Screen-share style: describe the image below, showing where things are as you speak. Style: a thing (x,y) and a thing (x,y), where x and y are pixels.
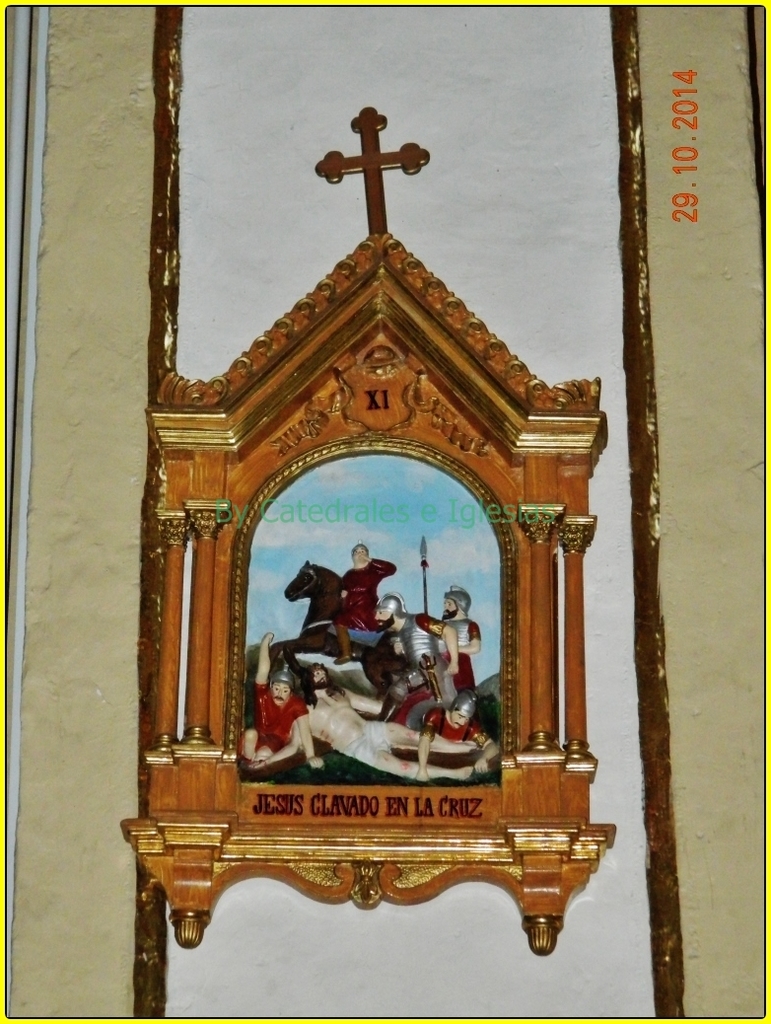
In the picture we can see a wall (445,981) with a sculpture (243,424) to it with a church structure (254,831), inside it we can see Jesus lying on the cross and a roman person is sitting on the horse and on the top of the church structure (280,354) we can see a cross symbol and under the structure (282,806) we can see written as Jesus CLAVADO EN LA CRUZ.
